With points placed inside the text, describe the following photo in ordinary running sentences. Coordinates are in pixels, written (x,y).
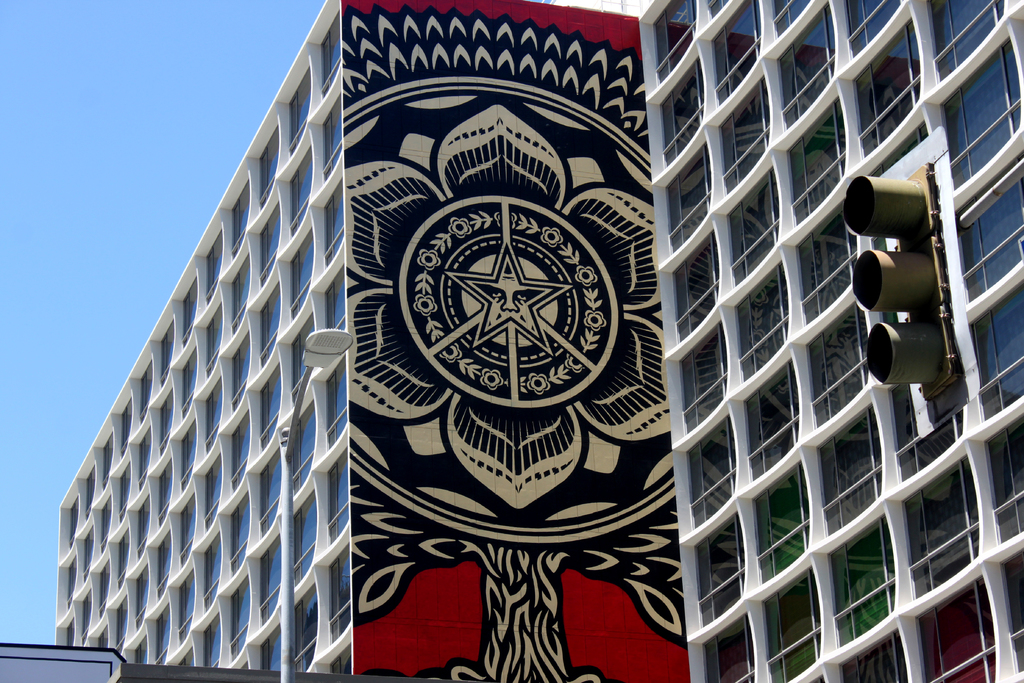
This image consists of a buildings (342,481) which are on the right side (697,468) and there is a signal pole (945,292). In the front (302,380) there is a pole (292,581). On the wall (507,356) there is graffiti (521,375).
